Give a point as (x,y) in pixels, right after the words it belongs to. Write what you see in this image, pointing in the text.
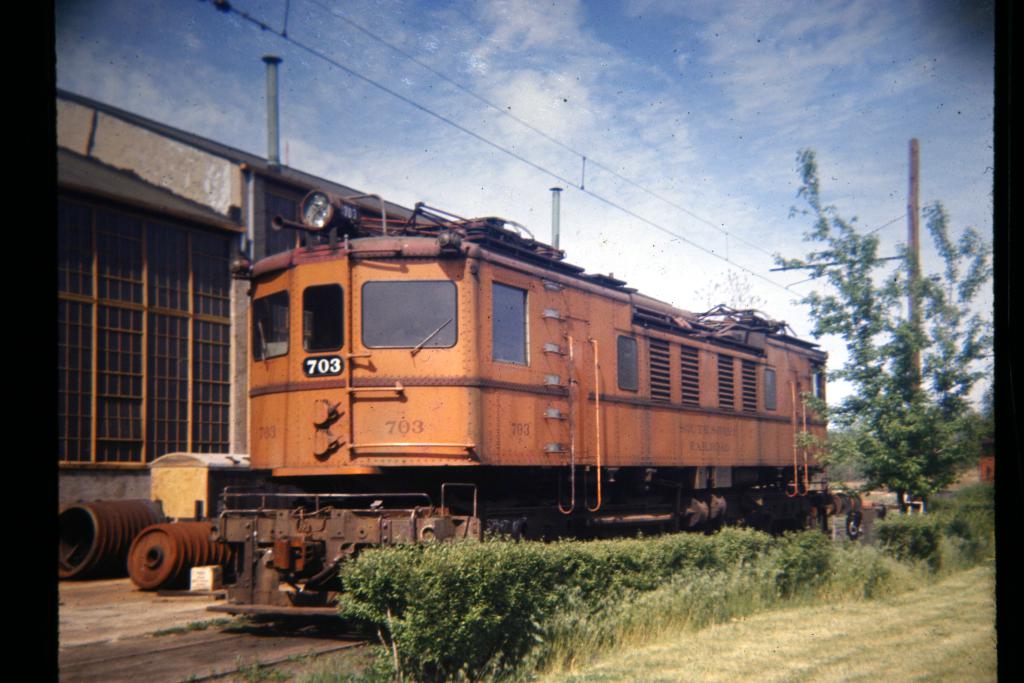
This is a photo. In the center of the image (351,410) we can see a train (392,357). In the background of the image (856,390) we can see the wires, pole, house (170,151), railway track (310,652), ground (904,646), plants (895,545). At the top of the image (438,18) we can see the clouds (554,128) in the sky (628,34).
